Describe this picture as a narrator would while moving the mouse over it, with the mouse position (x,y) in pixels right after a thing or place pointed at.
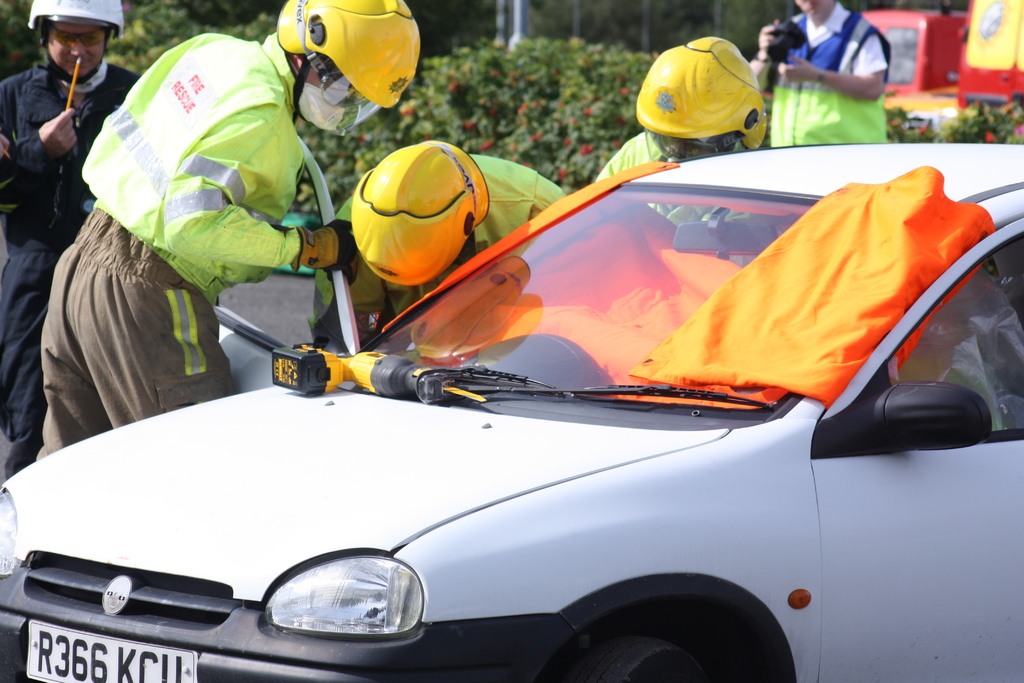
In this image I can see group of people (55,225) standing and I can also see the vehicle (490,549) and the vehicle (536,540) is in white color. In the background (650,38) I can see few plants (526,42) in green color.
